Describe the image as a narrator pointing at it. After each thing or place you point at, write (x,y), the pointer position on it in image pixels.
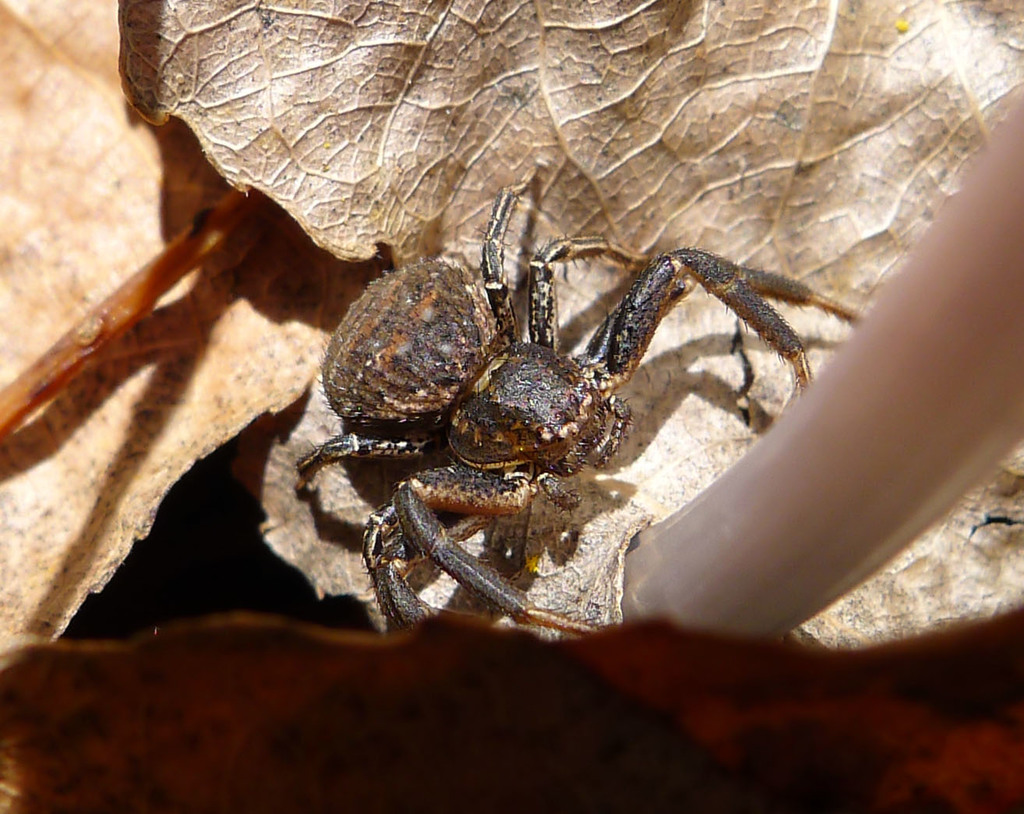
In the center of the image (513,358) we can see an insect (480,360) is present on the dry leaves (36,474).
